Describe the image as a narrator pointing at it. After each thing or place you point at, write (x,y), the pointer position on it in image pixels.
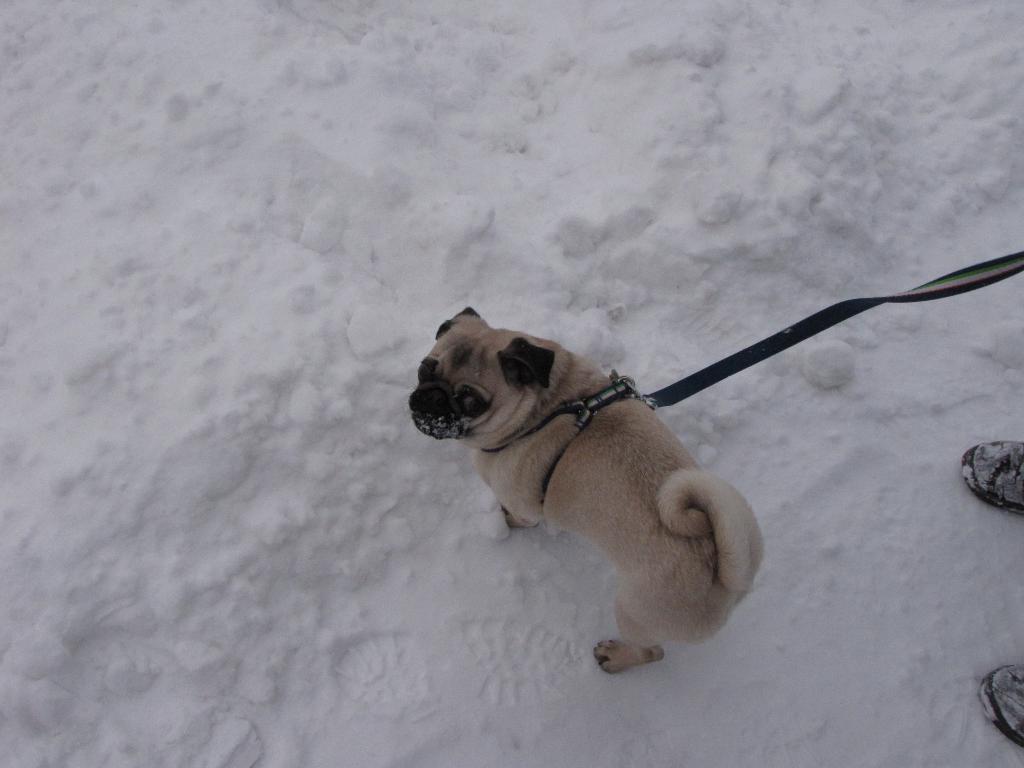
In this image I see a dog (504,389) which is cream and black in color and I see a collar (616,397) on the neck (577,389) and I see a rope (705,369) tied to it and I see the white snow (331,196).
